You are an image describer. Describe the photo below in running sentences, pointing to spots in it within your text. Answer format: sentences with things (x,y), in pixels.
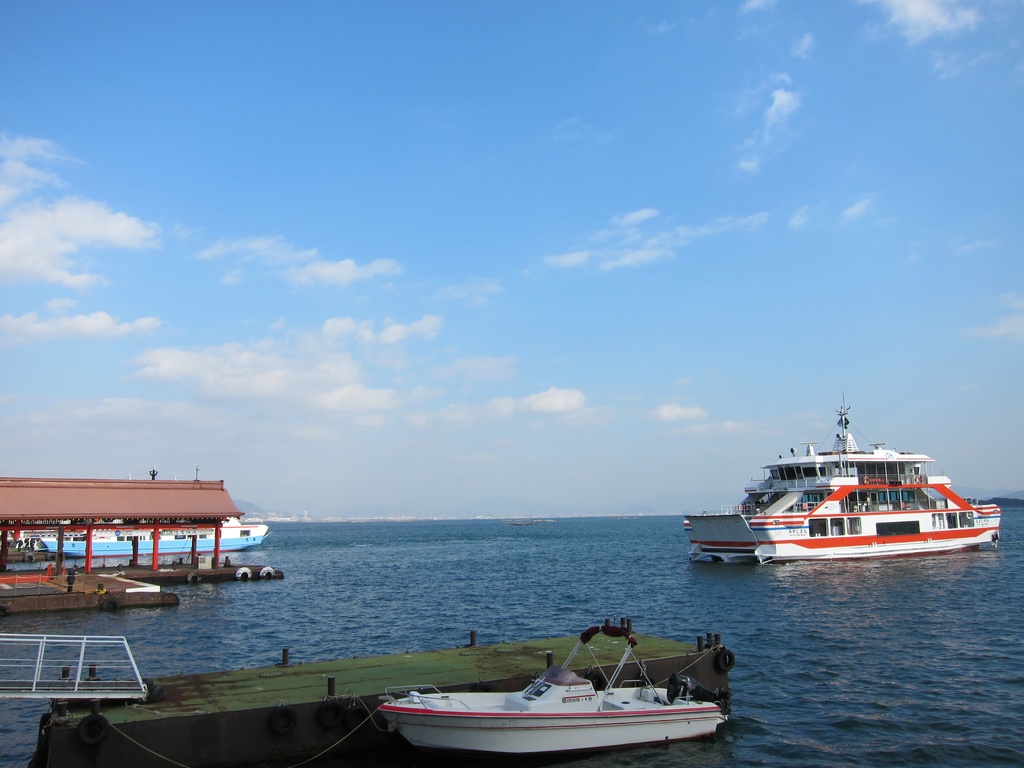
In this image I can see water (460,594) and on it I can see number of boats (65,551). I can also see a platform (689,655) on the bottom side of this image (509,651) and on the left side (195,549) I can see a shed (9,492). In the background (377,408) I can see clouds (21,206) and the sky (438,268).
